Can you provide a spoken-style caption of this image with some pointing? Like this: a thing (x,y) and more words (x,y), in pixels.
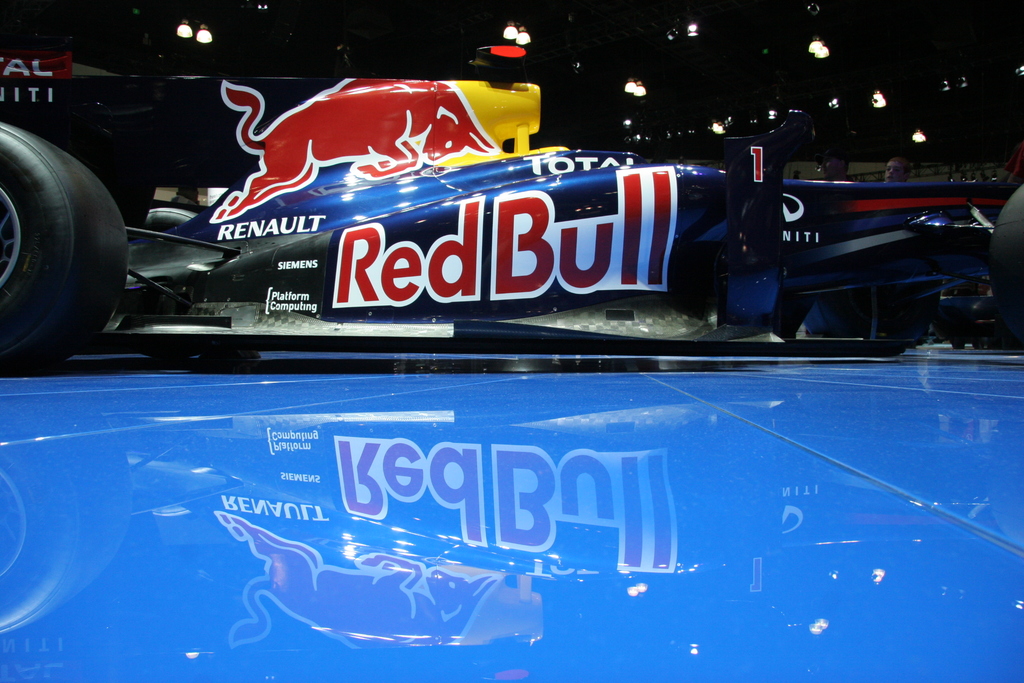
In this picture there is a race car (529,241). In the foreground (426,404) there is a blue surface (474,512). At the top (181,33) there are lights (512,33) to the ceiling (643,36).
